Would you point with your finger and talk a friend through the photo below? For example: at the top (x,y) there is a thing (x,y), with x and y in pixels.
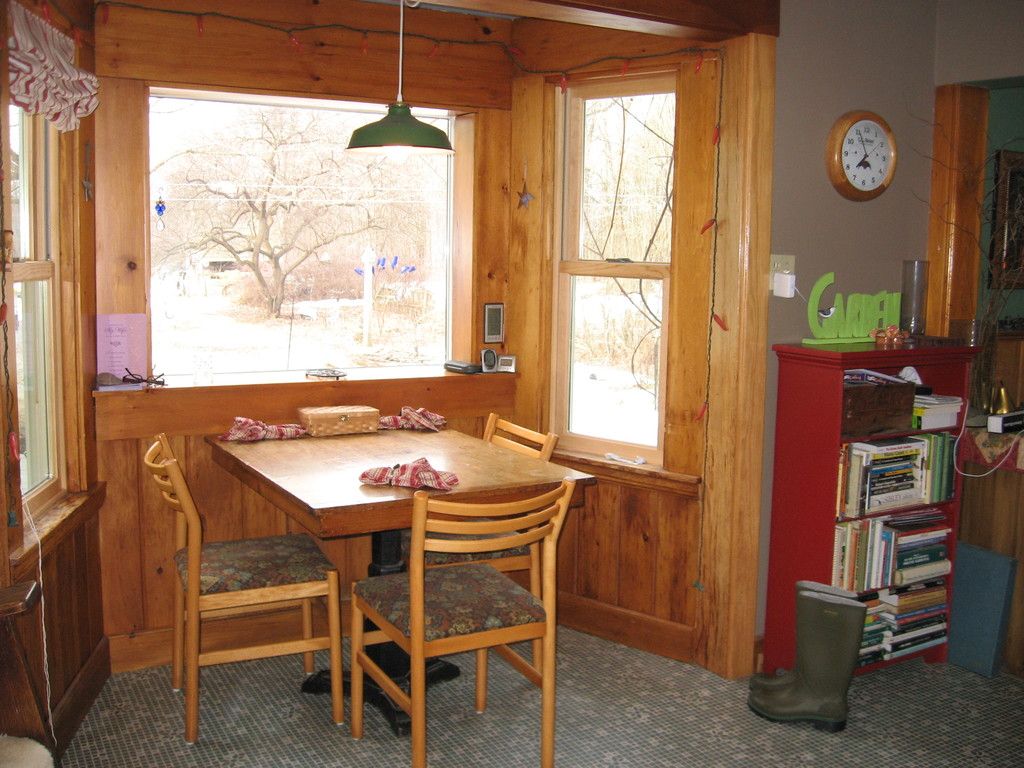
This image is taken inside the room (703,285), where we can see there is a dining table (381,491) in the middle (369,486). Around the table (358,508) there are chairs (481,586). On the right side (886,497) there is a cupboard (875,468) in which there are books (920,600). At the bottom (775,705) there are boots (784,696) on the floor (620,646). On the right side (859,147) there is wall clock (870,144) attached to the wall (858,86). In the middle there is a light (406,136) which is hanging. On the left side (50,243) there is a window (29,252). At the top of the window (29,252) there is a curtain (37,99).
